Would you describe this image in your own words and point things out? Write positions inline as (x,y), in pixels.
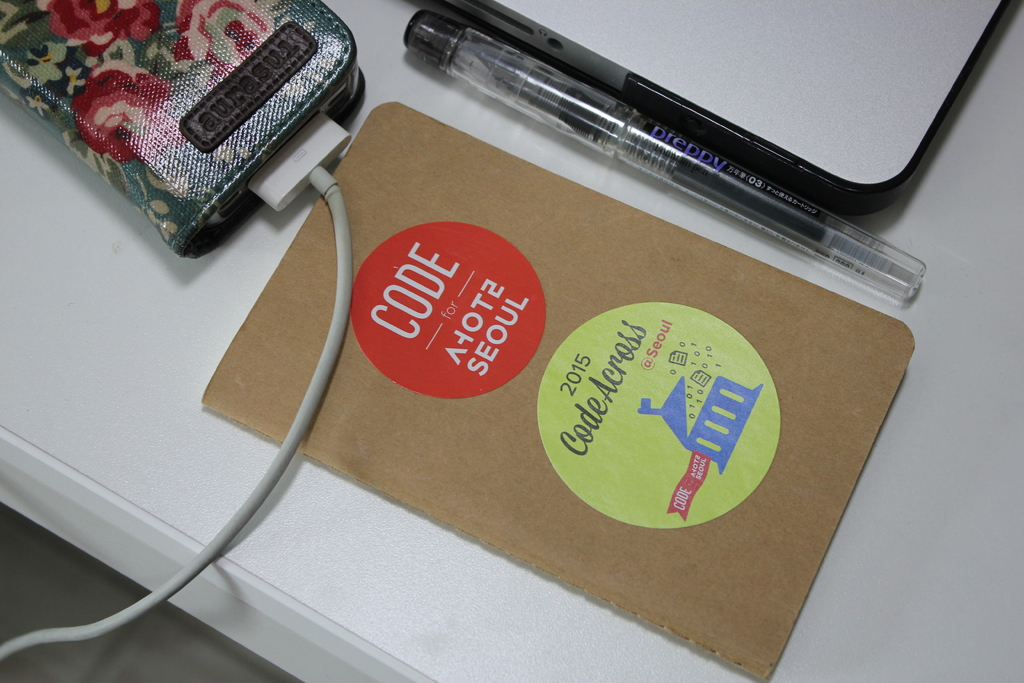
Here I can see a table (178,442) on which a card (422,359), pen (526,74), two devices (268,112) and a connector (298,180) are placed. On the card (490,302), I can see some text (445,308).
